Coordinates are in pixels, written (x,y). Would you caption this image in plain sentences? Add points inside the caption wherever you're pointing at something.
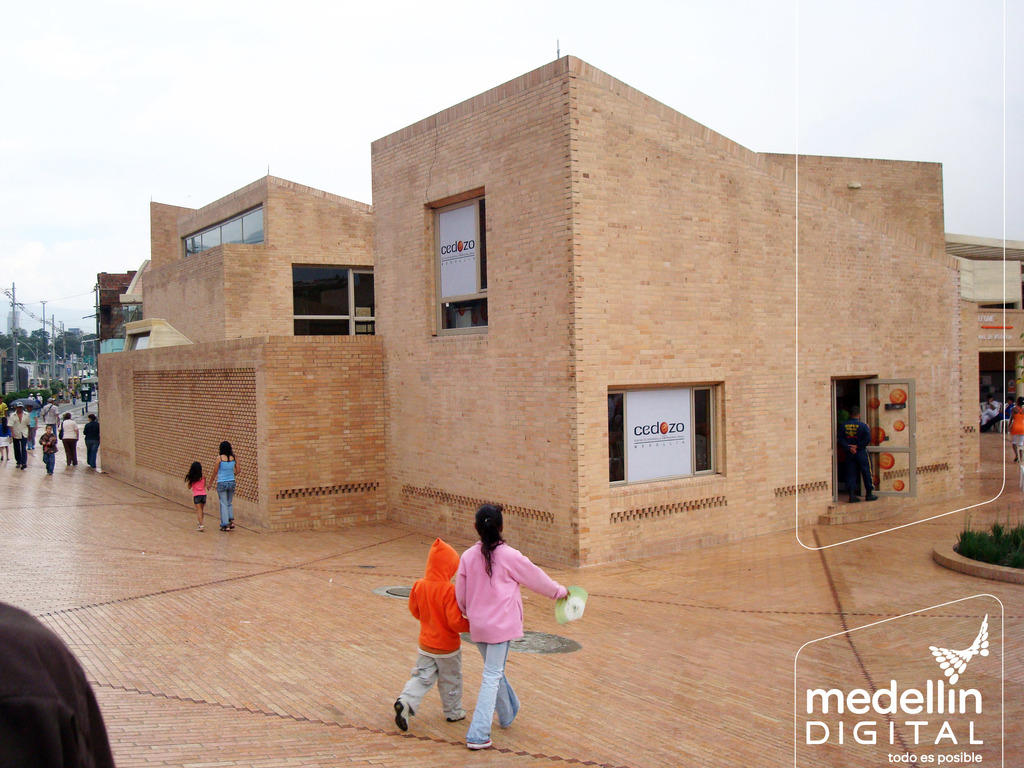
In the image there are few people (225,494) walking on the floor (427,734) and in the back (402,373) there is a building (675,188), on the left side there is a street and above its sky (302,63).
